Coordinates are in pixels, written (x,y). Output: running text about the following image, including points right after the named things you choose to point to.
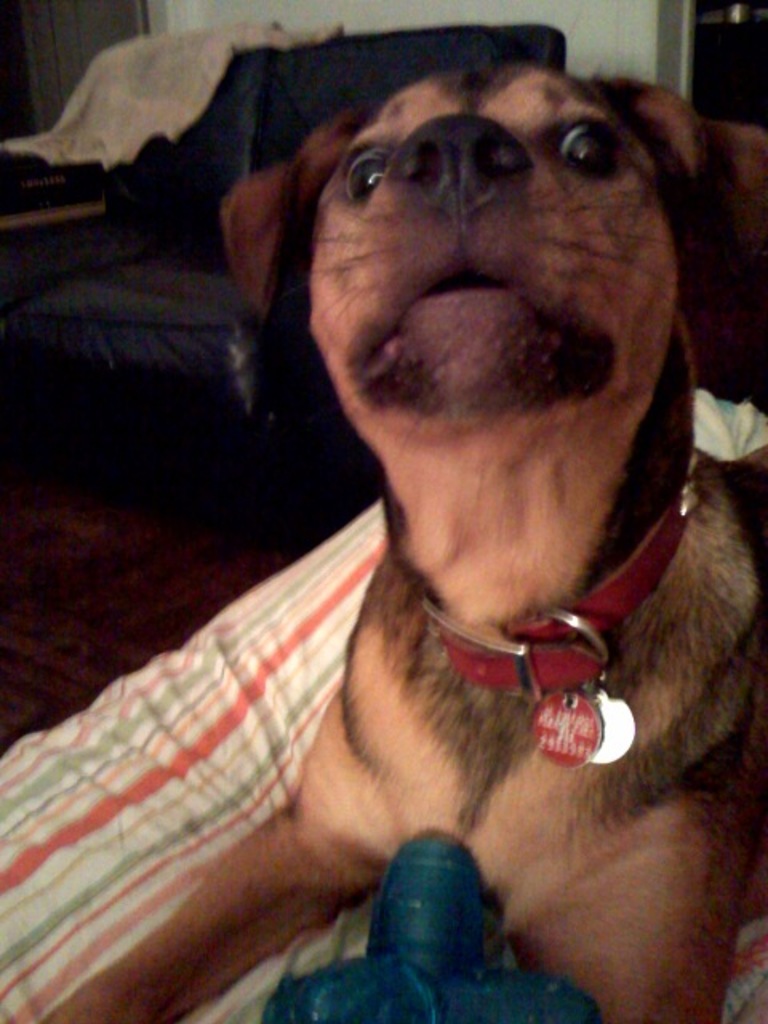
In this image I can see a brown dog (264,844). There is a couch (142,194) at the back (122,277).
